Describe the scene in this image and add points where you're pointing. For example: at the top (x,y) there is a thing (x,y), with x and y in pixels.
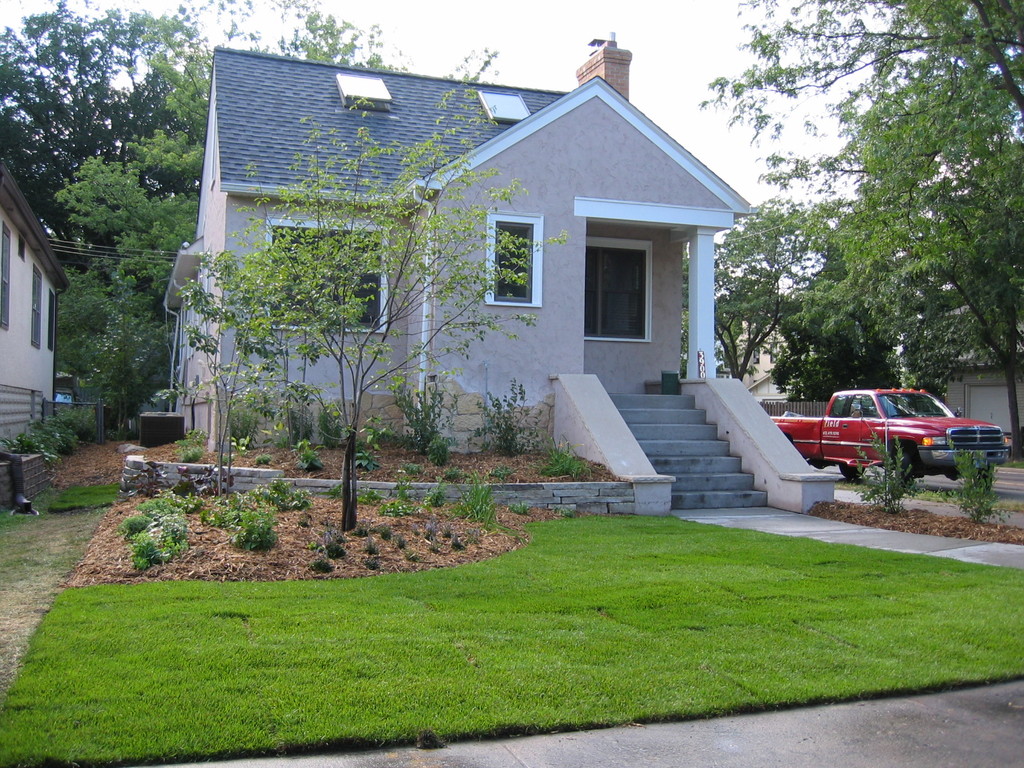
In this image I can see the houses (461,417). In-front of the houses (212,422) I can see the plants (273,499). To the right (818,453) I can see the vehicle (820,443). In the background (153,240) I can see many trees (792,305) and the sky (567,38).
